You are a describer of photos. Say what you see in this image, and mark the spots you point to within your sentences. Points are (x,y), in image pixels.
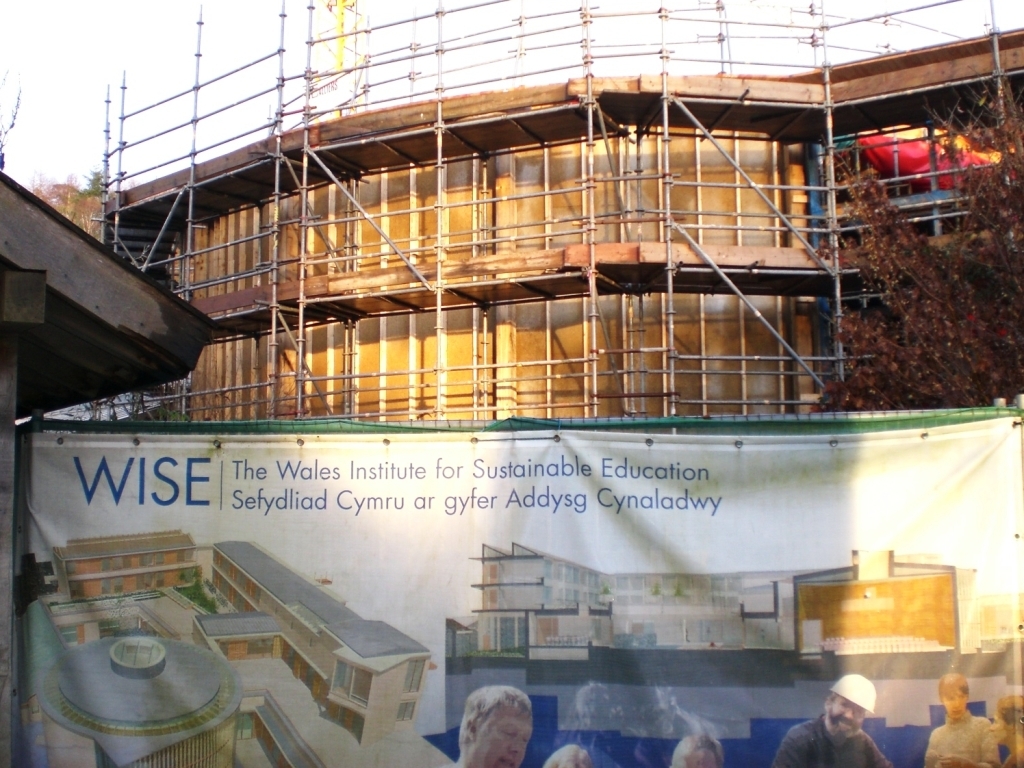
It's a building (497,250) under construction. At the bottom (126,711) there is a banner (395,638) with different images (240,573), on the right side (971,249) there are trees (977,290) in this image.
